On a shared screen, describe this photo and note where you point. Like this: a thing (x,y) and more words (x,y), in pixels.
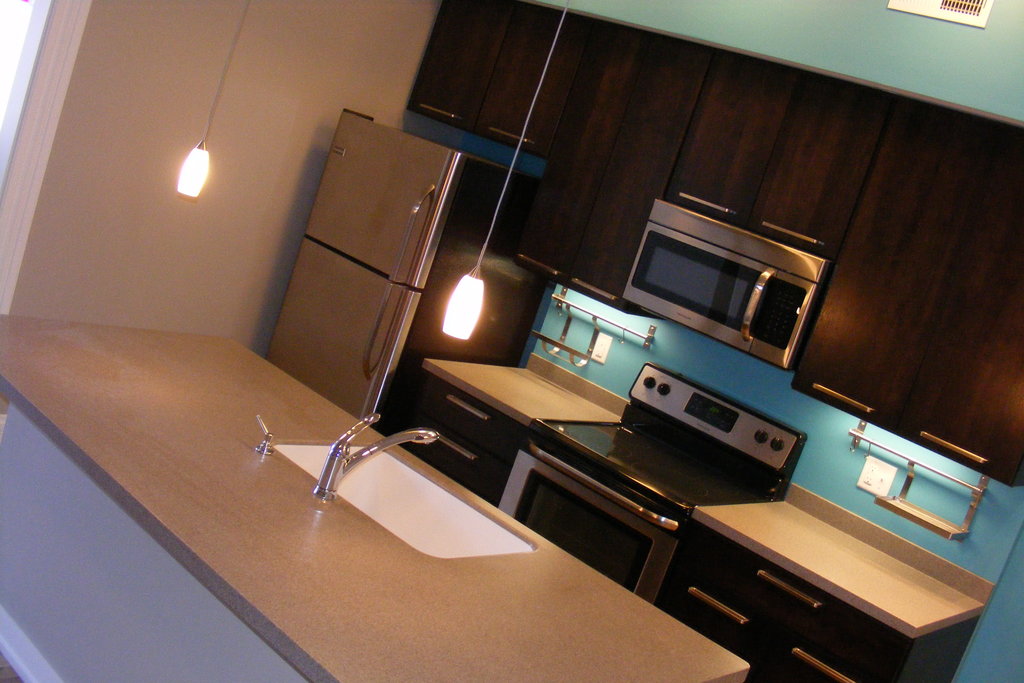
This image is clicked in the kitchen (237,355). There is a counter top (411,664), stove (612,478), oven (575,518) and refrigerator (376,274) in this kitchen (453,325). There are lights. There are cupboards (627,228). Cupboards (944,407) are in brown color. There is a sink (327,481) in the middle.
